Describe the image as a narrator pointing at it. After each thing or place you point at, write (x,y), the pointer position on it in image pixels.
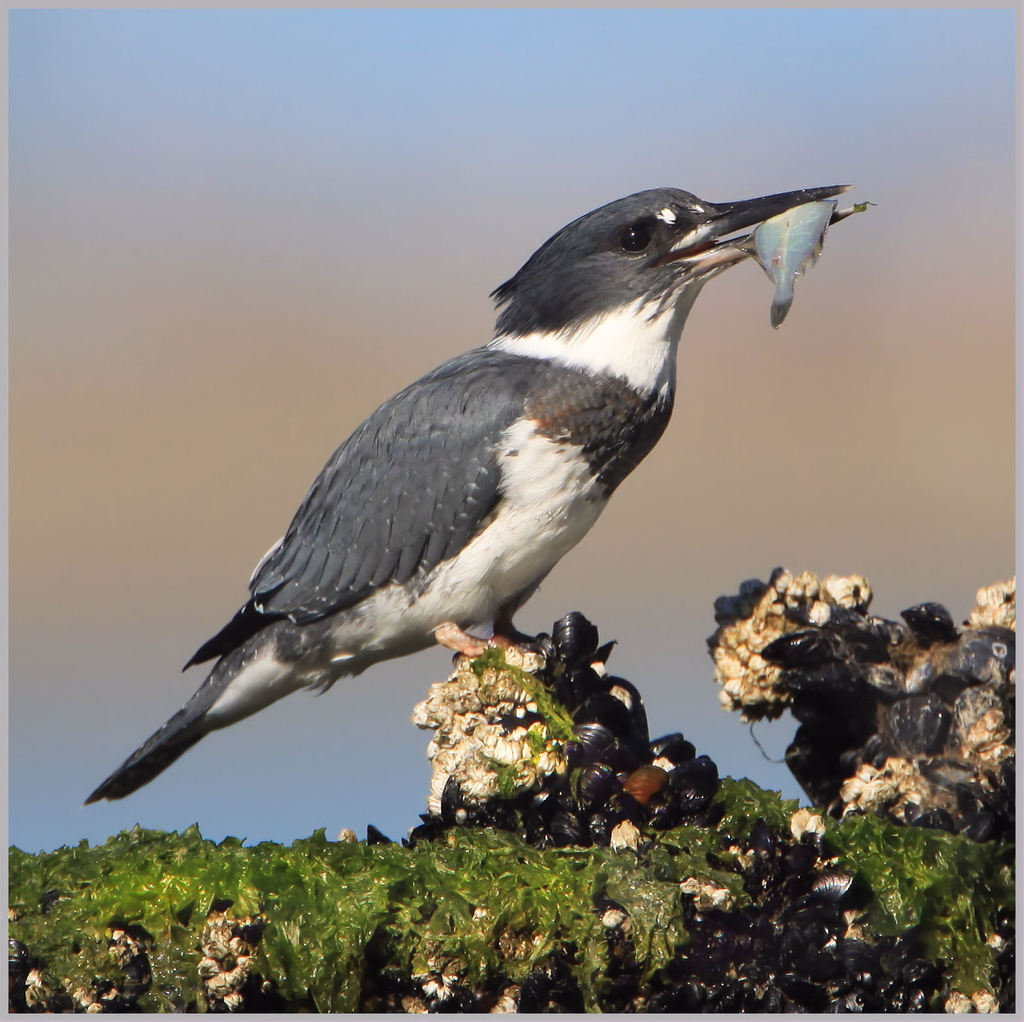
In the image I can see a bird (640,386) is holding a fish (766,236) in the mouth (716,245). The bird (584,415) is standing on some objects (571,923).
